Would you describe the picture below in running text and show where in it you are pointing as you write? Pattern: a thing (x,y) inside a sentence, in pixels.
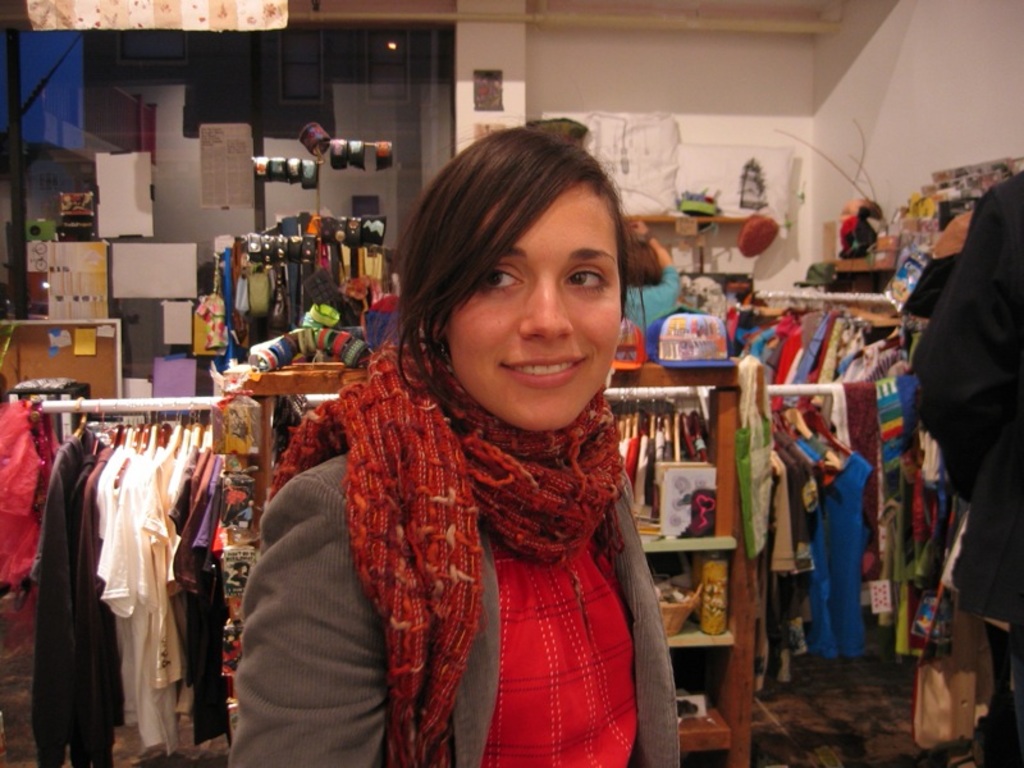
In this image we can see few people (397,404) standing, near there are clothes (650,472) hanging, few objects (690,506) in the shelf unit (725,715), there are few objects (294,165) in the background (300,286), we can see the wall (876,92) in the background (747,269).
